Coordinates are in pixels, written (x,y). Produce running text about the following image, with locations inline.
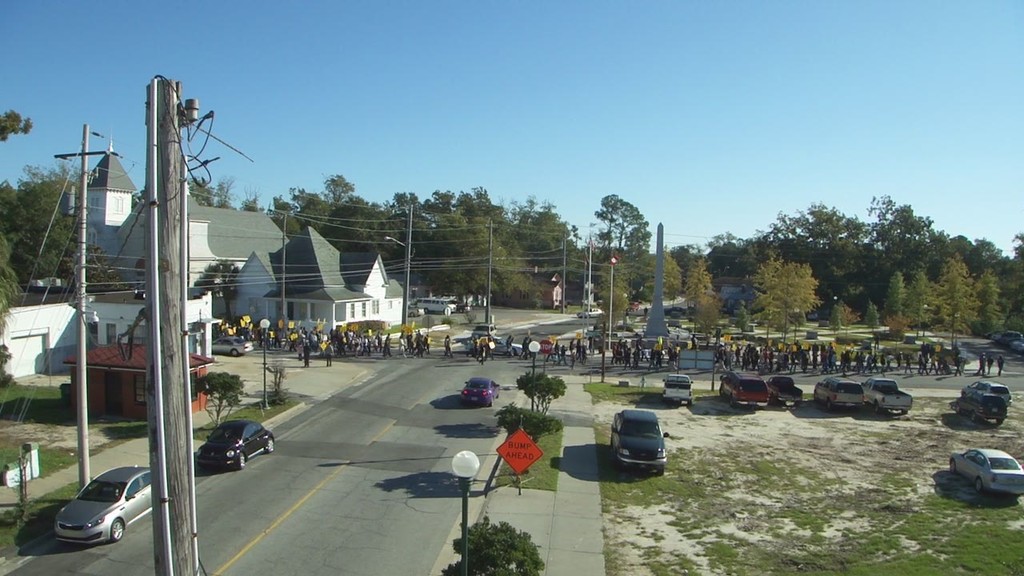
In this image there are houses (211,250), poles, trees (478,559), sky (419,74), light poles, board (522,456), grass (772,537) and objects (245,322). People (337,339) and vehicles (488,384) are on the road (331,474).
